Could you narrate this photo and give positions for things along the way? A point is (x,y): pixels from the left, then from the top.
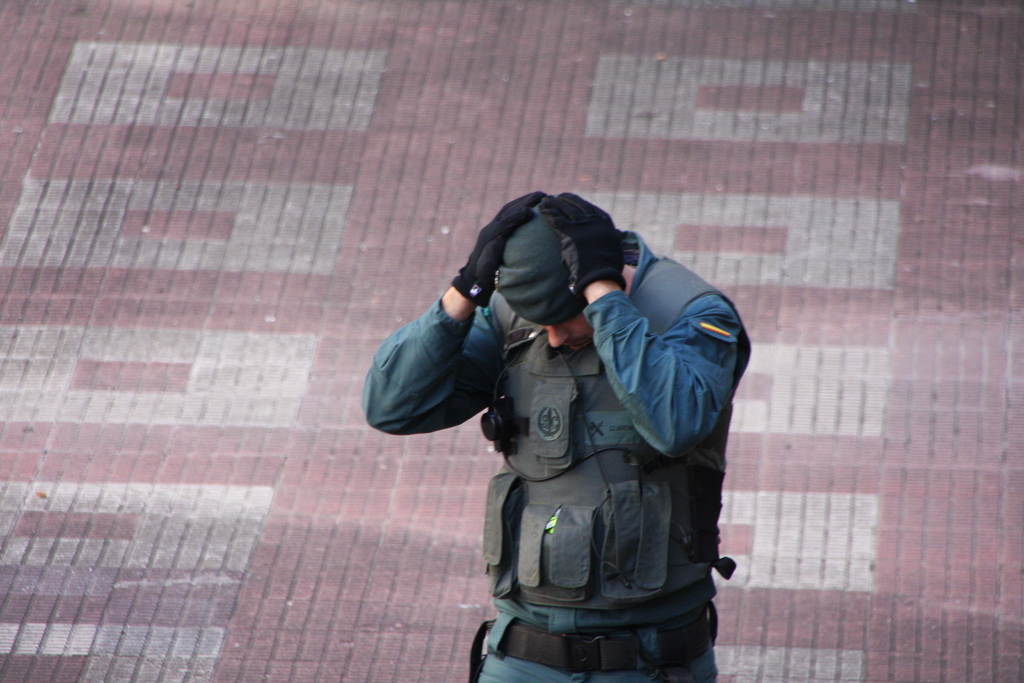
In this picture there is a man (651,318) who is standing in the center of the image (598,238), by placing his hands (601,251) on the head (554,326).
